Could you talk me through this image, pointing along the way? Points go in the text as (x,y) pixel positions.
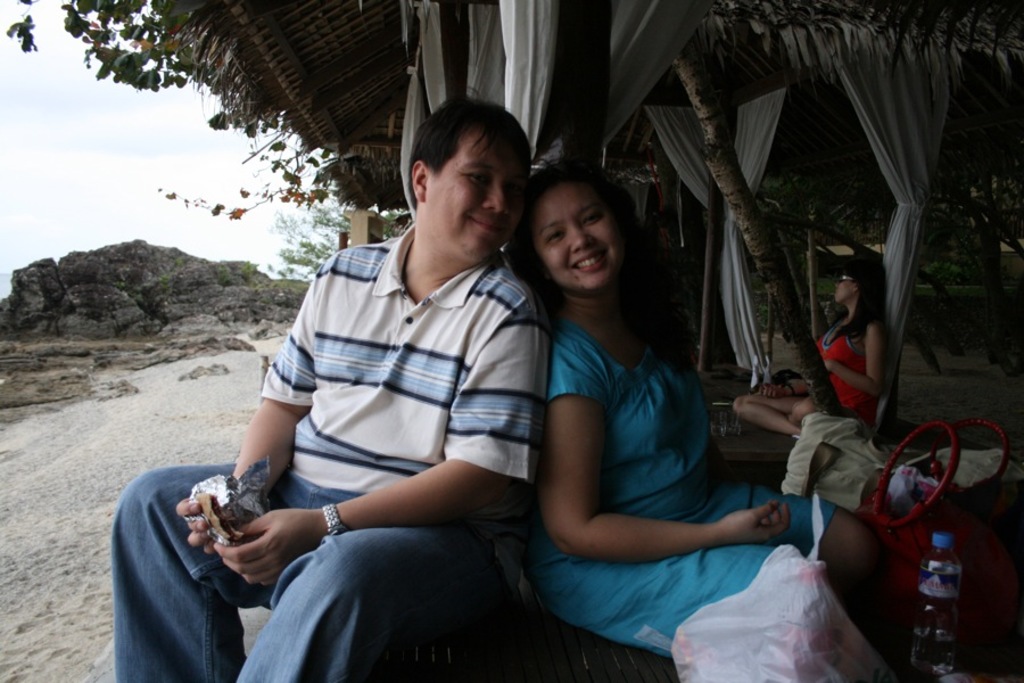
In this image there is a man (353,605) and woman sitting under the tent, behind him there is another person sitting also there are some rocks (39,286) in the sea shore (43,532).
